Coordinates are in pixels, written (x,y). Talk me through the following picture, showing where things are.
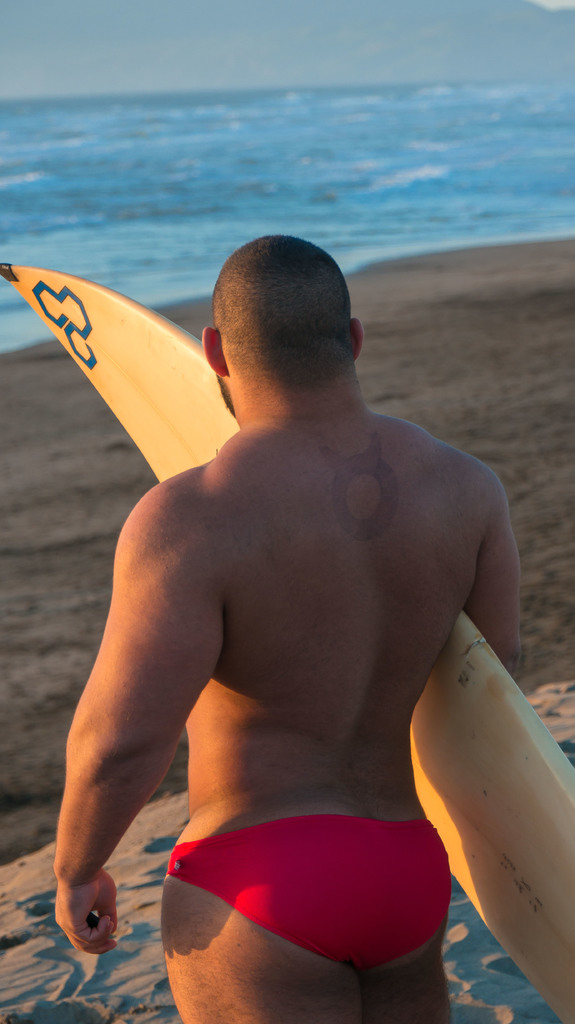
In this image I can see a person (300,699) holding the surfing board (99,316) and there is a water (265,143) and the sky (372,56).
